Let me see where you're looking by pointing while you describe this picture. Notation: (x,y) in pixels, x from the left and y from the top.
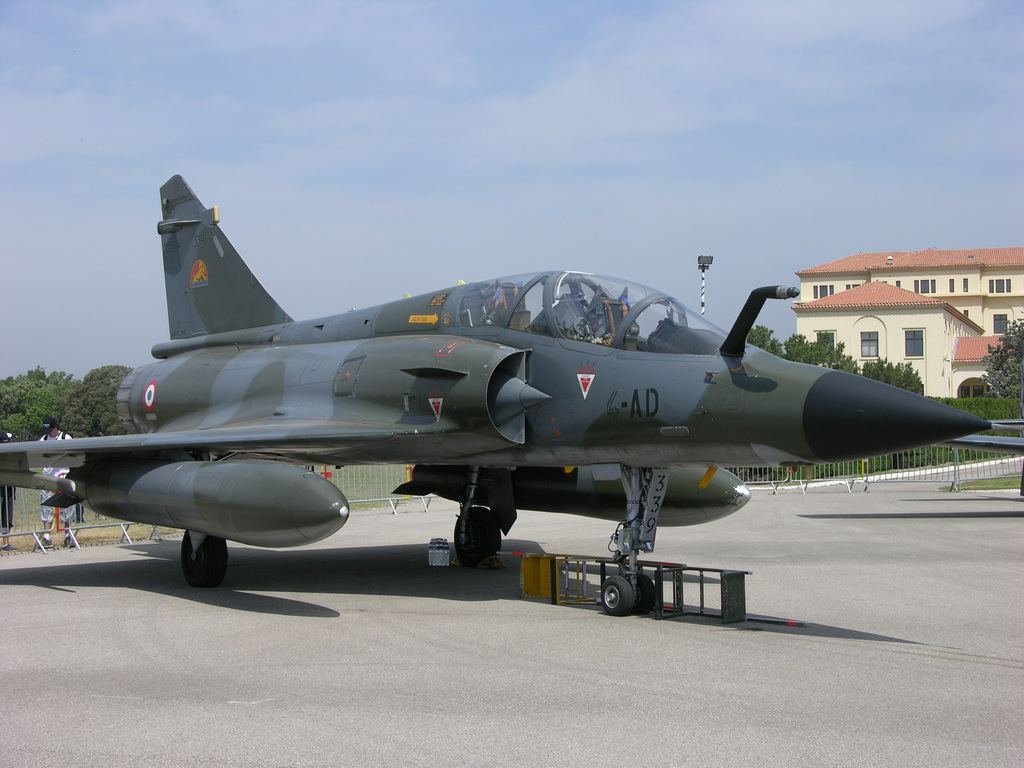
In this image we can see an airplane (383,450) on the ground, there are some trees (1005,391), plants (994,406), fence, people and a building (869,283), also we can see a pole (706,268) with a light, in the background (558,132) we can see the sky (631,119).
